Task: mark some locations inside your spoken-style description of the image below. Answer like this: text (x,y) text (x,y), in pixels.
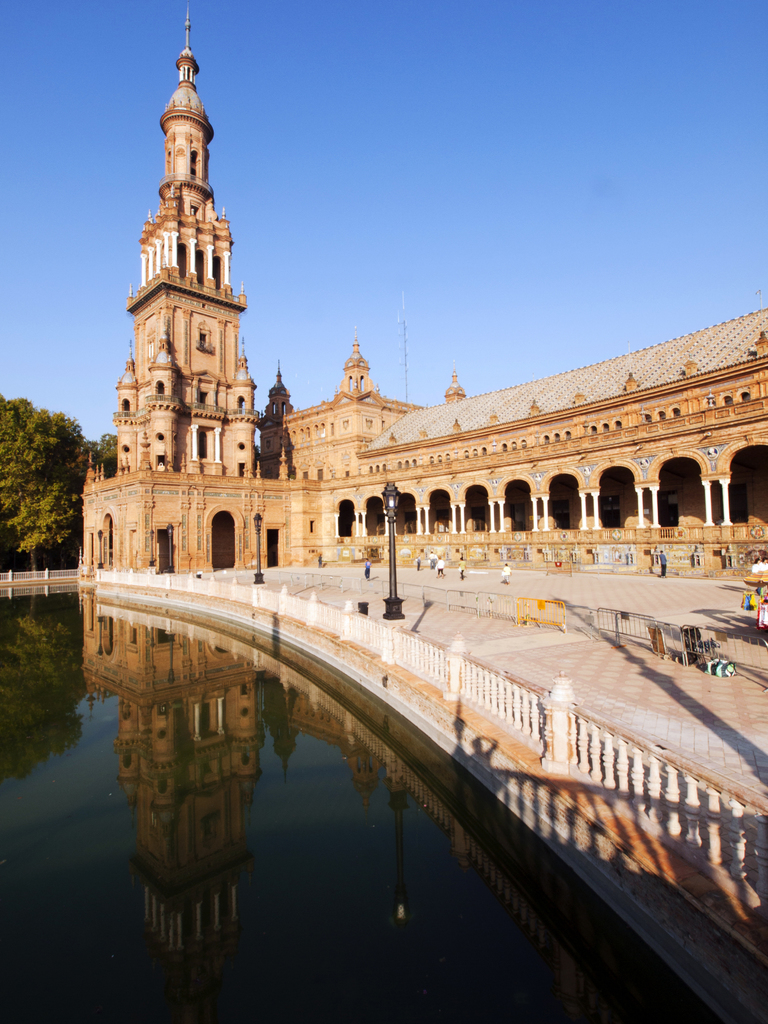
In the picture we can see a water (234,806) and beside it, we can see a railing (200,582) and behind it, we can see a path (737,702) and a historical building (612,560) with some part tower building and behind it we can see a tree (36,497) and a sky (515,345).
